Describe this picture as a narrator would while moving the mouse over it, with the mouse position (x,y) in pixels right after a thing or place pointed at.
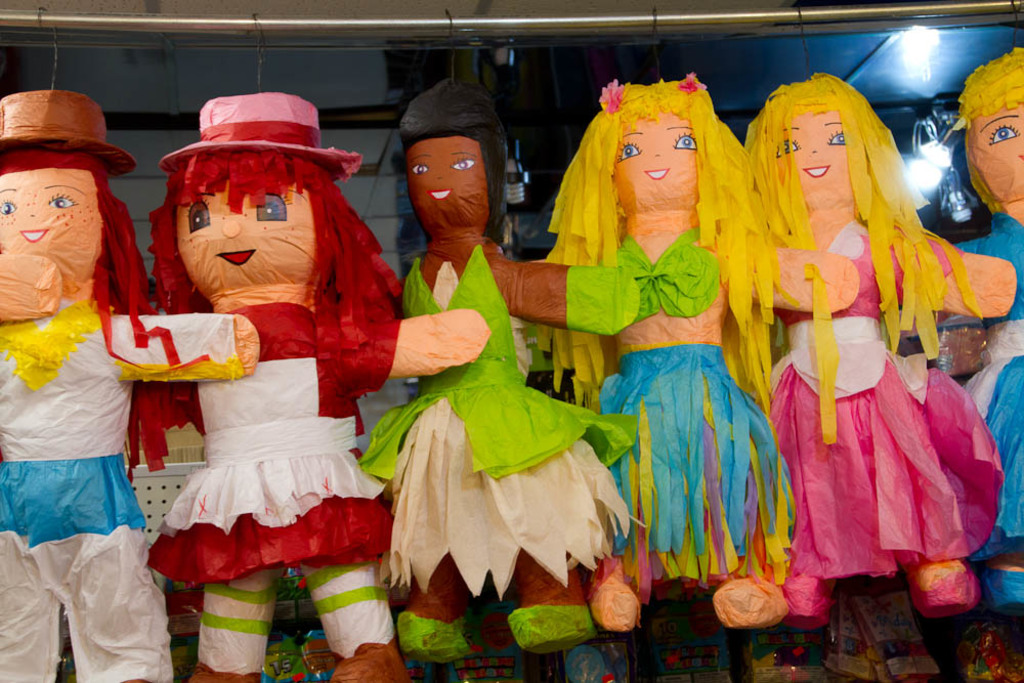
These are the dolls (629,409) made up of paper (595,474), on the right side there are lights (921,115) at the top (947,186).
